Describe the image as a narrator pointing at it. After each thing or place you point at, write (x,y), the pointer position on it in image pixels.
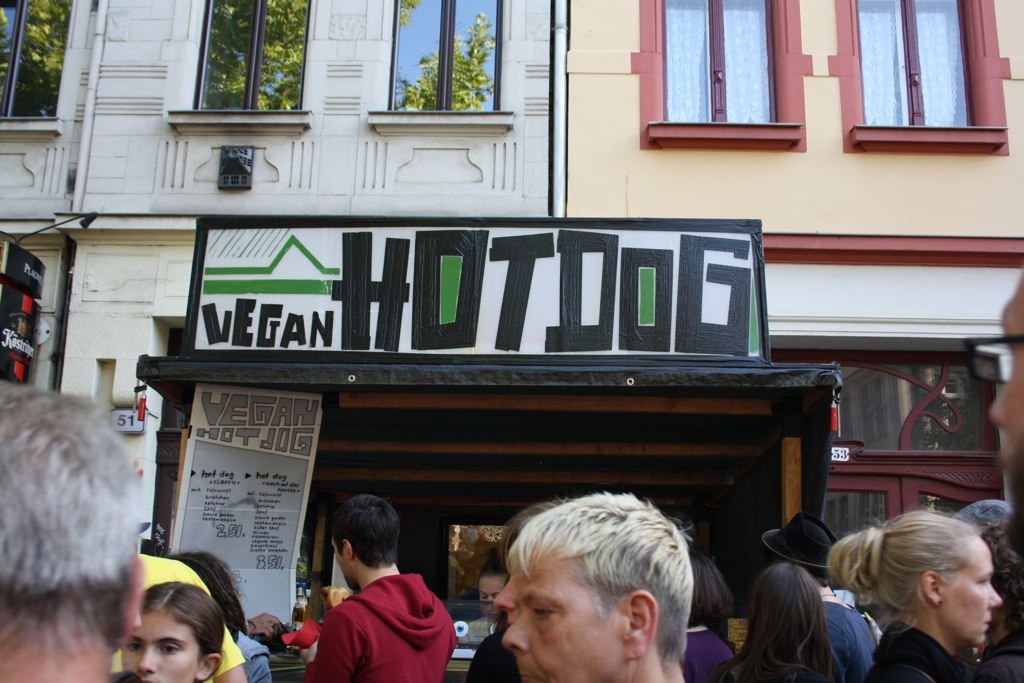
At the bottom of the image (525,579) we can see persons (519,669). In the center of the image (522,307) we can see name board (485,307) to the building (172,485). In the background (955,110) we can see windows (435,85) and buildings (723,172).
